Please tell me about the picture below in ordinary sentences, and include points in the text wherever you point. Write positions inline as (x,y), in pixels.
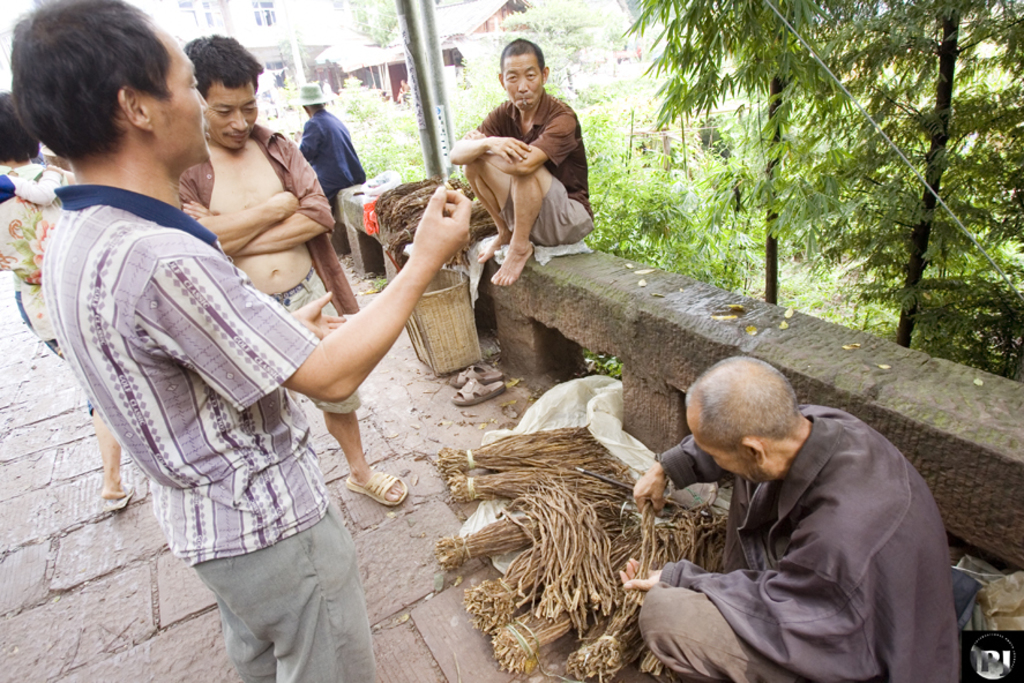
In this image, there is an outside view. There are two persons (199,289) on the left side of the image (199,289) standing and wearing clothes (223,362). There is a person (513,228) at the top of the image (550,172) sitting on the bench (575,258). There is a person (832,511) in the bottom right of the image (833,522) holding something with his hands (653,503). There are tree (949,69) in the top right of the image (751,82).
